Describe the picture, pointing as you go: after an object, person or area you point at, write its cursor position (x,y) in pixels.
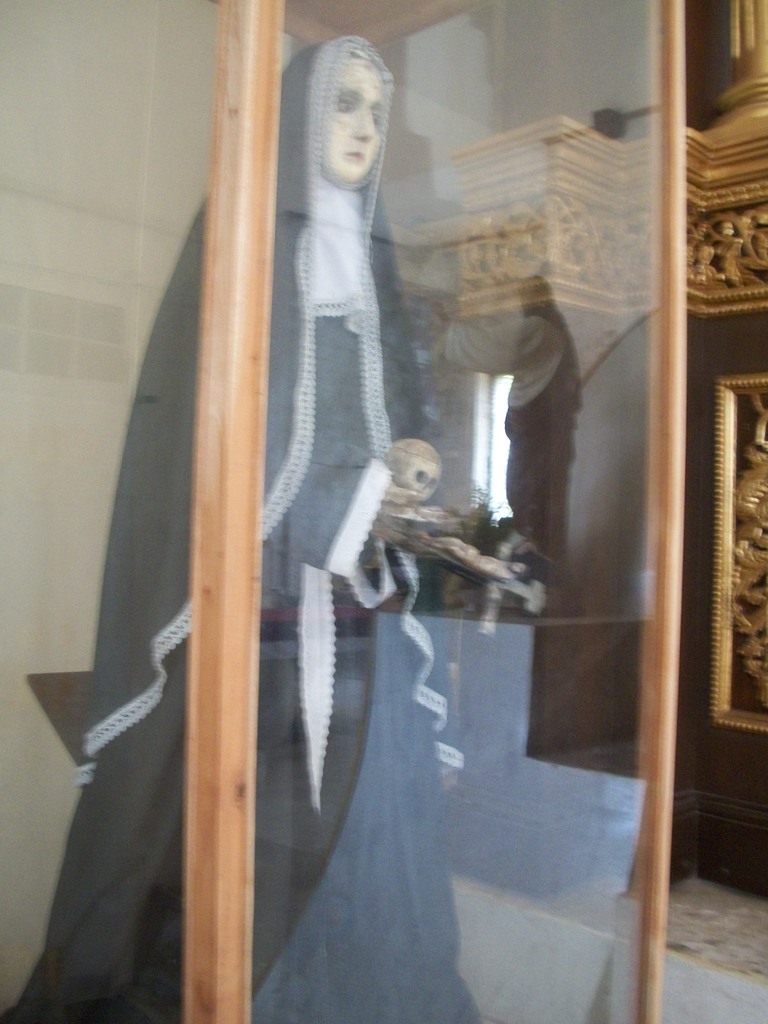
In the foreground (187,71) we can see a glass case (199,326), inside the glass (319,15) there is a sculpture (342,383). On the right (726,265) there are wooden sculptures (735,240), window (491,494) and wall (706,592).
